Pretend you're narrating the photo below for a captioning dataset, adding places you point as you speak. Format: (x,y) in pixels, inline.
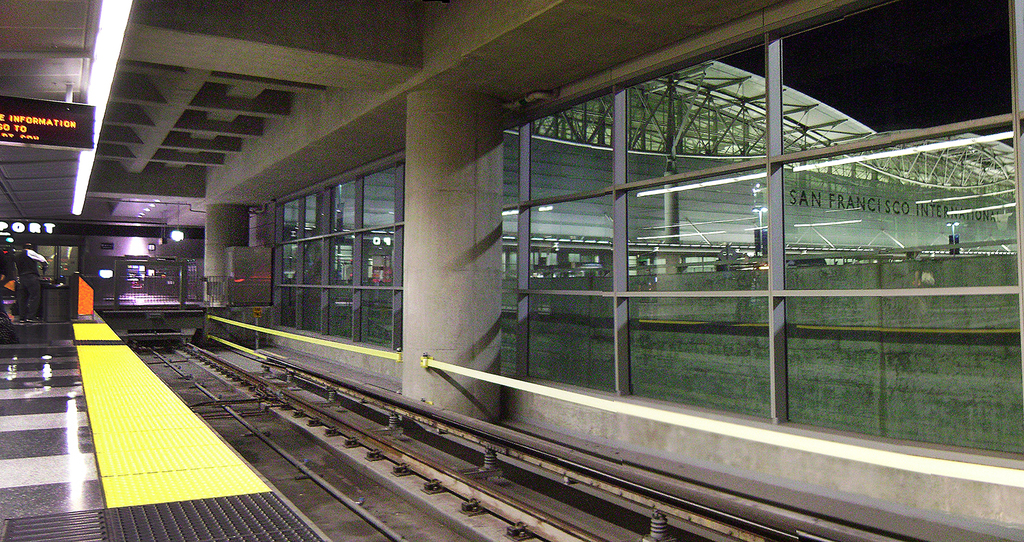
In this picture, we can see platform (78,392), rail track (230,381) pillar (420,134), glass wall (666,166), a person (29,249), store (28,235) with some text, light (87,156), and the roof (108,112) with lights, and screen (50,116) attached to it, and from the glass wall (829,196) we can see shed (764,150) with poles (742,127), and some text (880,195) on it.
